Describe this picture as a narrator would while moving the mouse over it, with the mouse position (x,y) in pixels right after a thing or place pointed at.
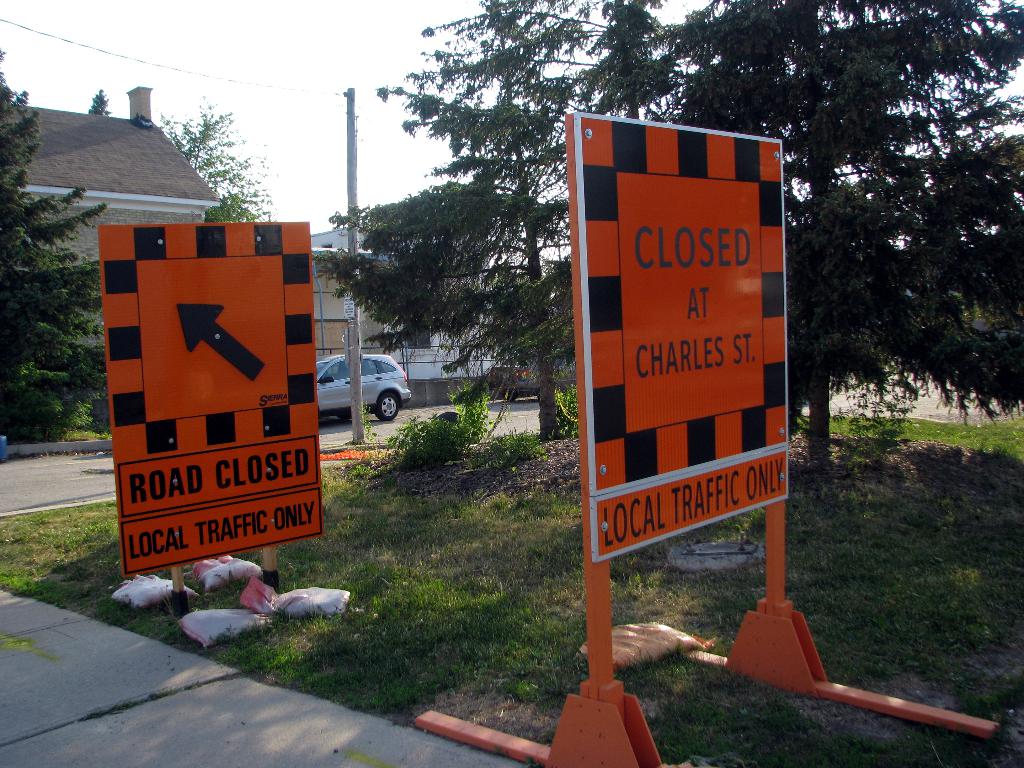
In this image there is a name sign board (677,296) on the surface of the grass (508,538), behind the board (615,304) there are trees (550,319) and buildings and there is a car (376,390) parked on the road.
